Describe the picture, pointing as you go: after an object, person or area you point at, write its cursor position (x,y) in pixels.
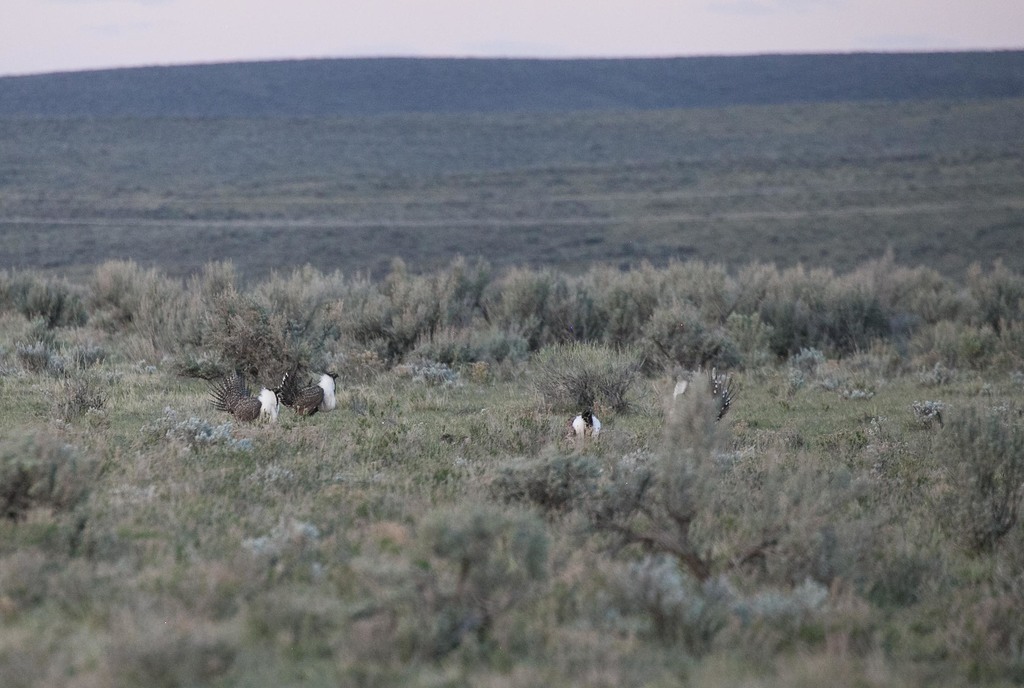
In the center of the image (586,417) we can see birds (251,402). At the bottom (407,513) there is grass (369,544). In the background (291,162) we can see a hill (374,76) and sky (245,38).
